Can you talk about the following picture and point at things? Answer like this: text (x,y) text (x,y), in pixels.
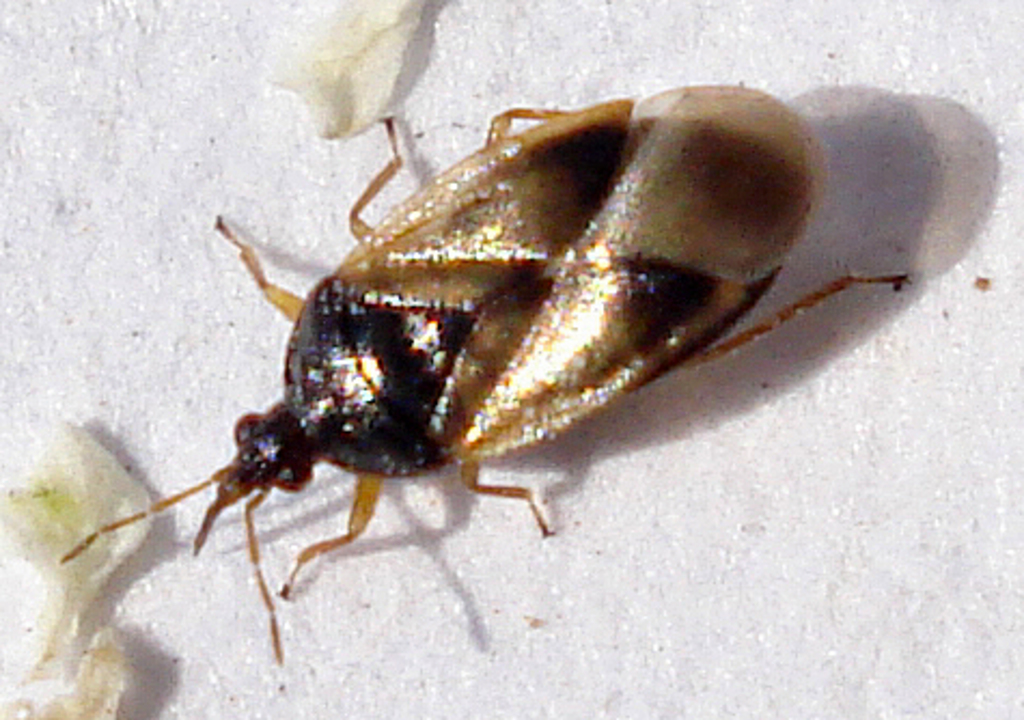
In this image we can see a bug (468,238) is on the surface (216,393). And we can see the background (61,95) is white.
